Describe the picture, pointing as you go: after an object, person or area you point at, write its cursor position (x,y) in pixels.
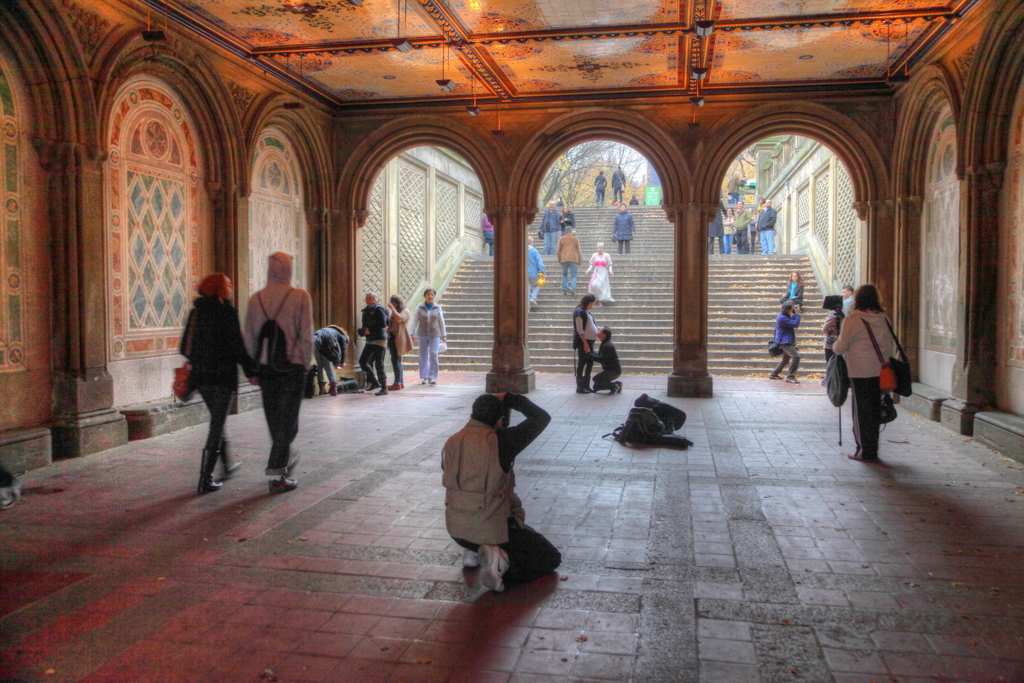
This image is clicked under the tunnel (557,30). In the middle (493,452) there is a person (487,464) who is taking the pictures with the camera (507,424). On the floor (605,469) there are bags (627,433). In the background (616,266) there are steps (632,297) on which there are few people (623,225) walking. On the left side (156,214) there is a wall (89,190) on which there is some design (120,189). At the top (293,70) there is ceiling (453,59) with the lights (443,85). On the right side (833,349) there is a person (867,369) standing on the floor (803,405) by holding the bags (843,393). Behind the steps (631,277) there are trees (577,170).
